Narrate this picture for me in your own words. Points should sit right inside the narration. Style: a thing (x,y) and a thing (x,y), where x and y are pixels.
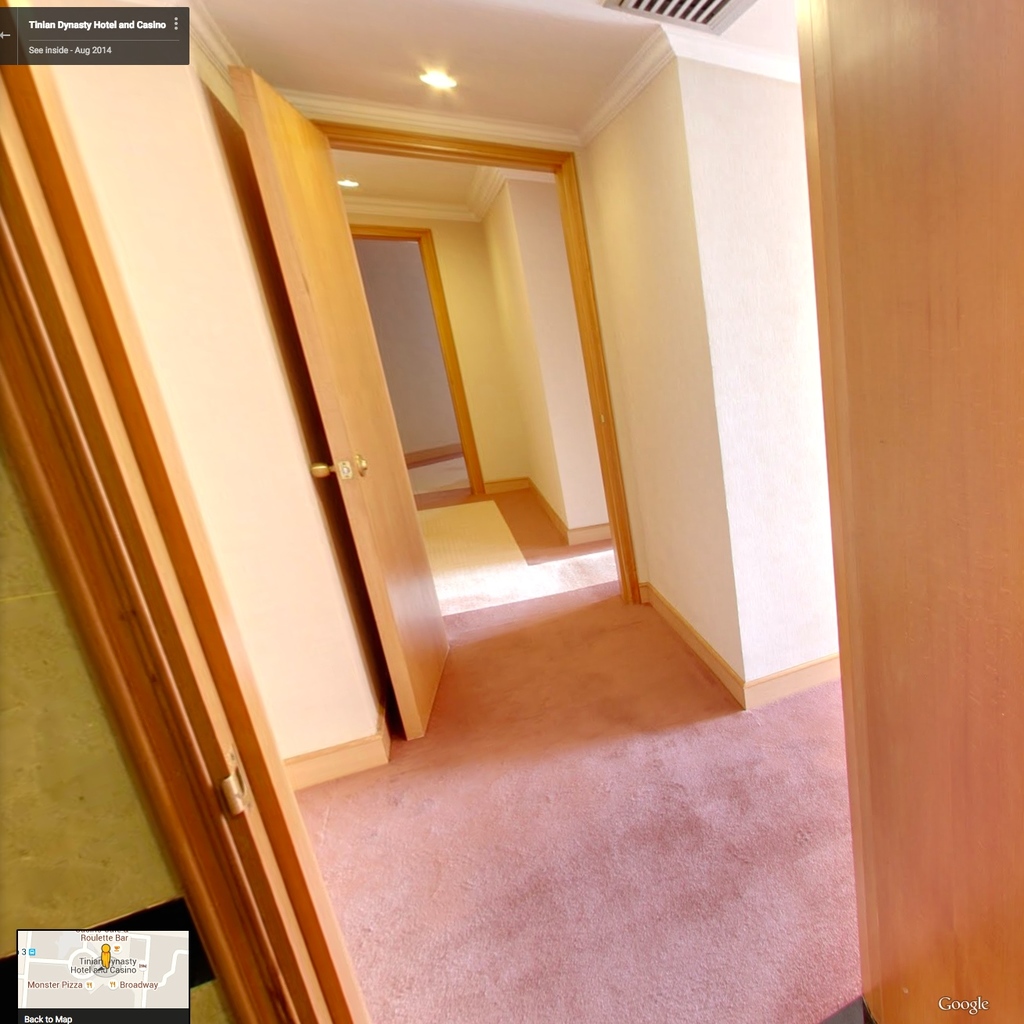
In this image there are doors (988,771). At the bottom of the image (617,882) there is a mat (616,864). At the left side of the image (240,937) there is a door (213,888). There is some text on the top left of the image (141,59). On top of the image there are lights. There is a wall (462,323). In this image there are doors (341,441).
